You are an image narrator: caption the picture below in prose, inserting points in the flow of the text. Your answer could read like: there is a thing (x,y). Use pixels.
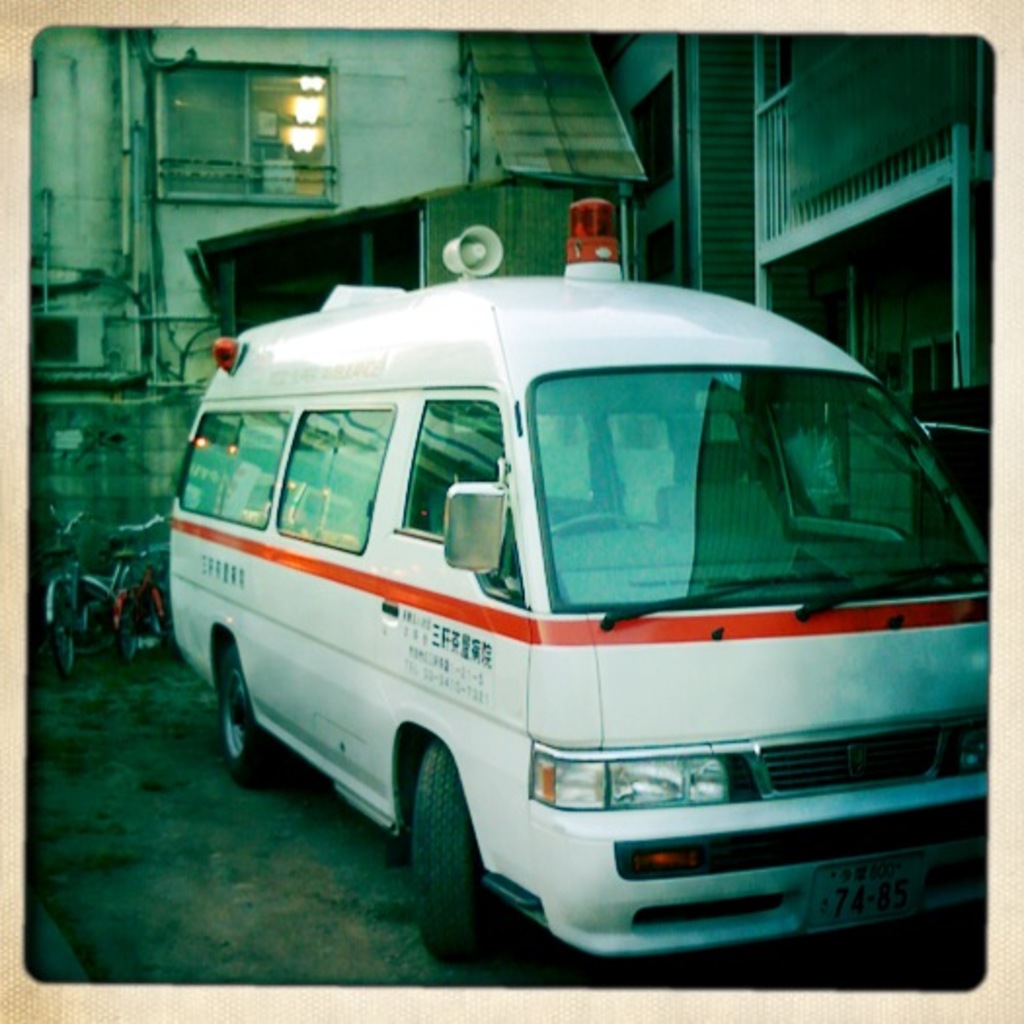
In this image there is a vehicle (612,624). There are few cycles (143,559) over here. In the background (411,214) there are buildings (758,226).
